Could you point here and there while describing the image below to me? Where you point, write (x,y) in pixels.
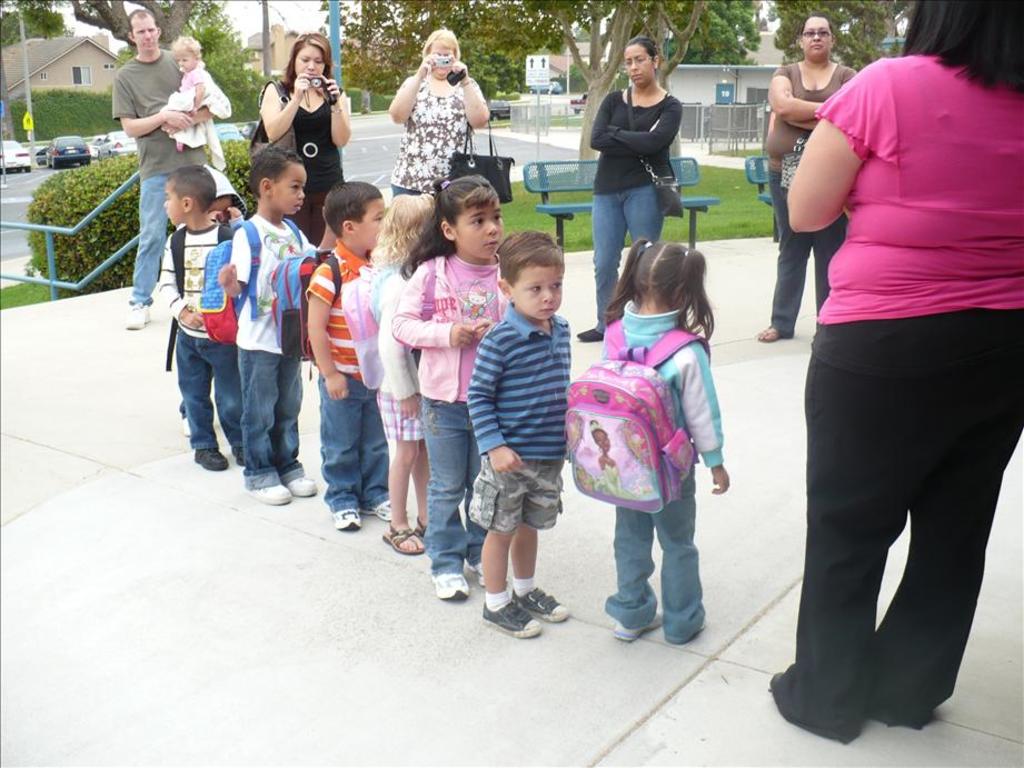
In this picture we can see a few kids (350,272) wearing bags (626,506) and standing on the path (301,500). There are a few people (993,162) holding objects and standing on the path (786,567). There is a person (166,123) carrying a baby (190,45) in his hands (190,124). We can see a few benches (590,175) on the path (737,379). We can see a few vehicles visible on the road (535,151). There are a few poles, trees (837,54) and houses (79,41) are visible in the background (272,44).
